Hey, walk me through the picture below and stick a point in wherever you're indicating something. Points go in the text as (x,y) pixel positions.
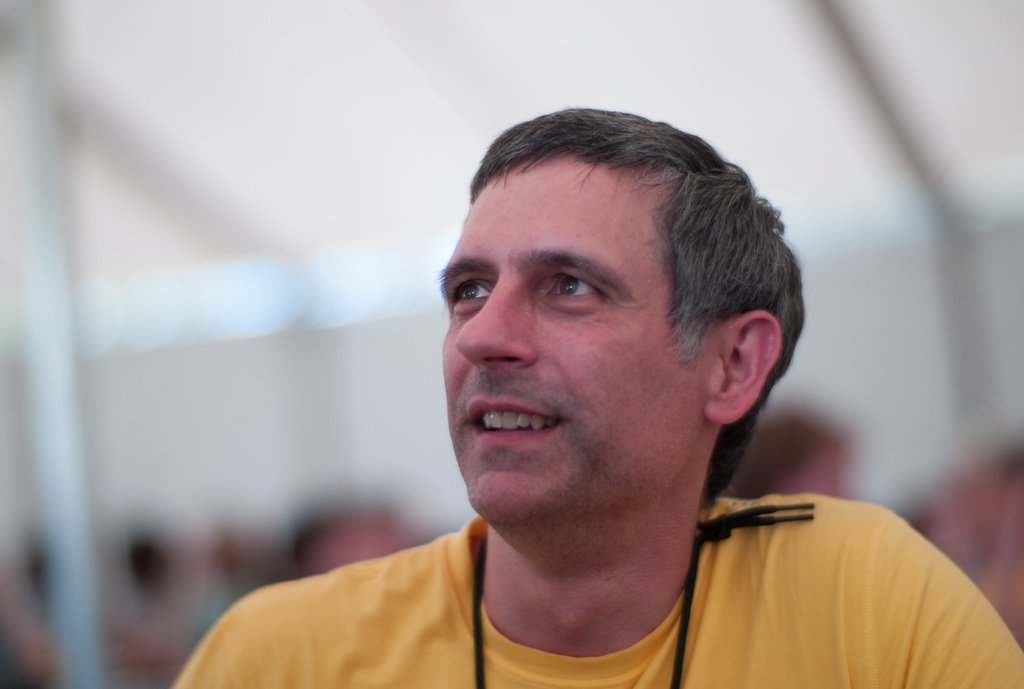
In this image in front (633,533) there is a person (551,383). Behind him there are a few other people (952,536) and the background of the image (984,518) is blur.
